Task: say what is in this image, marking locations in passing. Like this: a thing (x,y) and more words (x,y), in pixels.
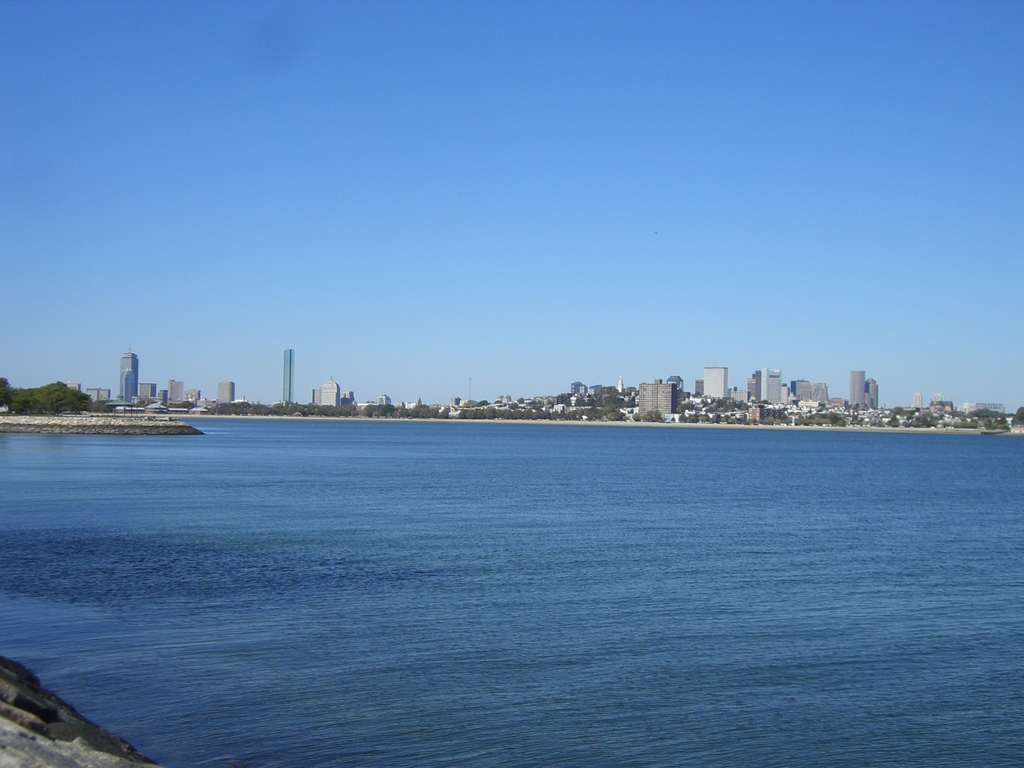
In this image there is a water body (234,553). In the background (964,403) there are buildings (921,400), trees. The sky (924,361) is clear.
